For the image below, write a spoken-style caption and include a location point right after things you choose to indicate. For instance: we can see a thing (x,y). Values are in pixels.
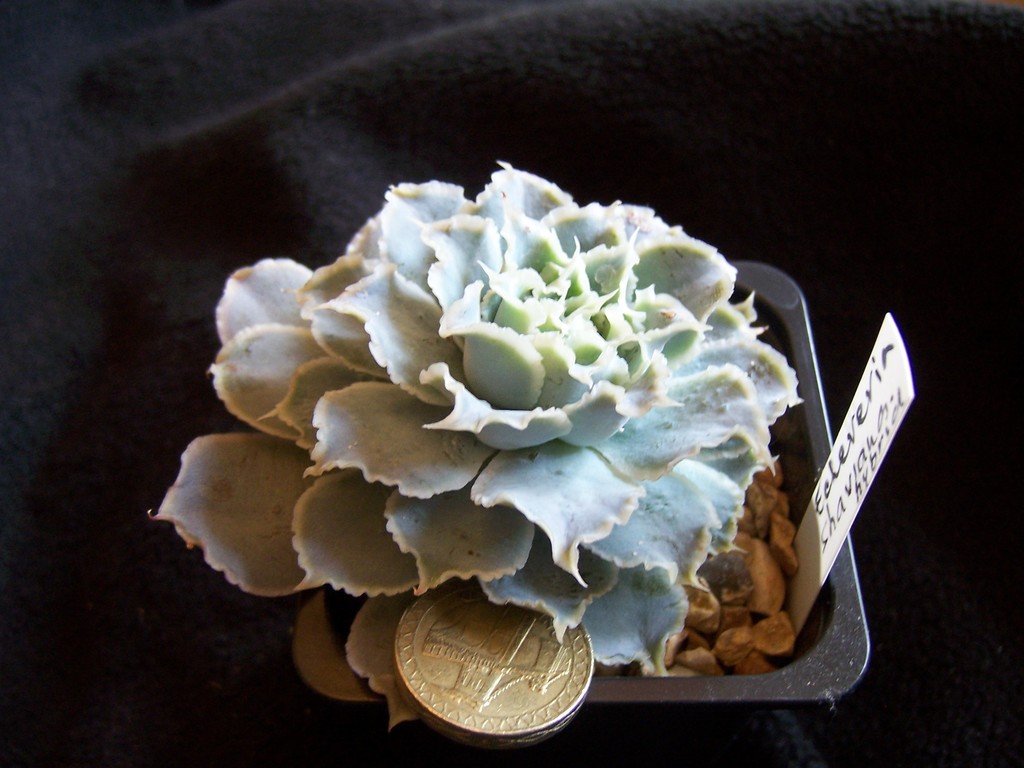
In this picture we can see a plant (659,573), coin (510,741), and a card (845,506) in a pot (840,651) which is on the cloth (908,425).
